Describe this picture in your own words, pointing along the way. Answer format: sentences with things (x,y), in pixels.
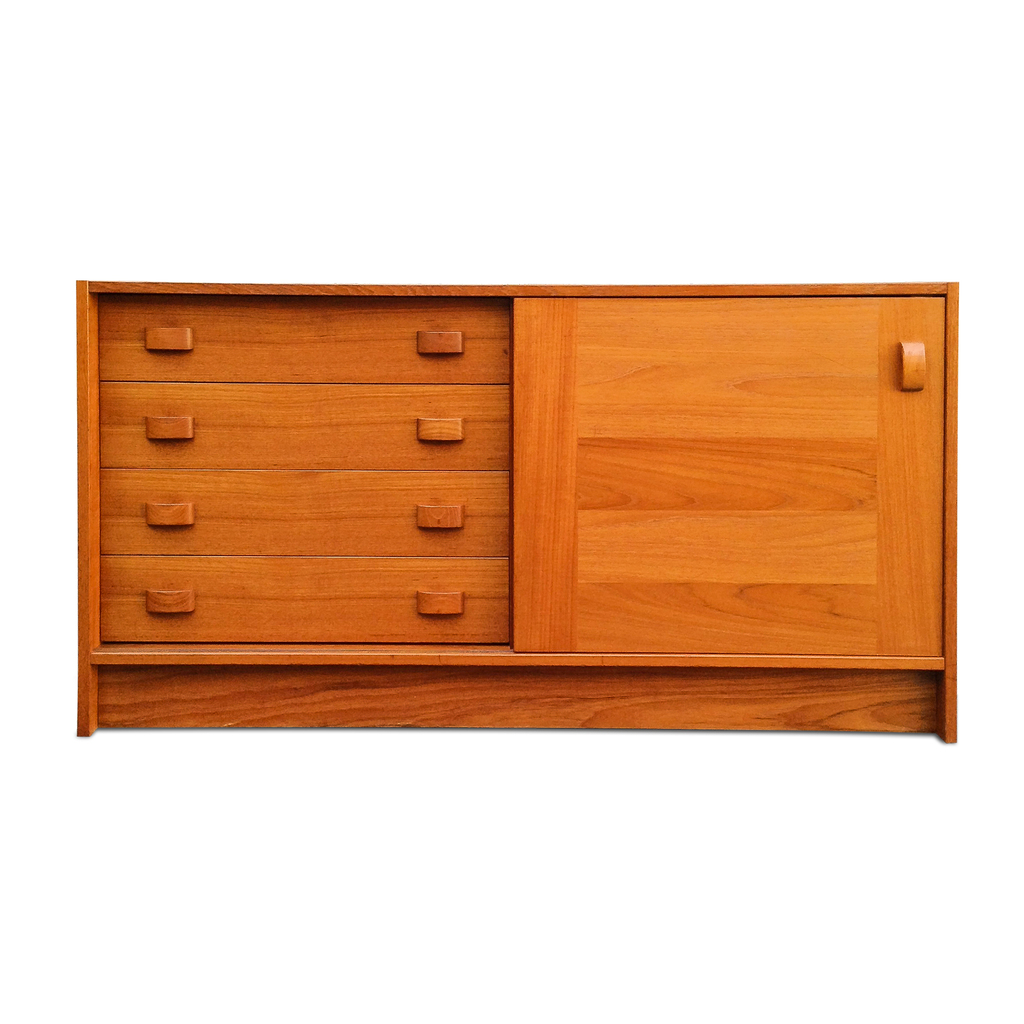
In this picture I can see the cupboard (727,598). At the top (758,187) i can see the brightness.
